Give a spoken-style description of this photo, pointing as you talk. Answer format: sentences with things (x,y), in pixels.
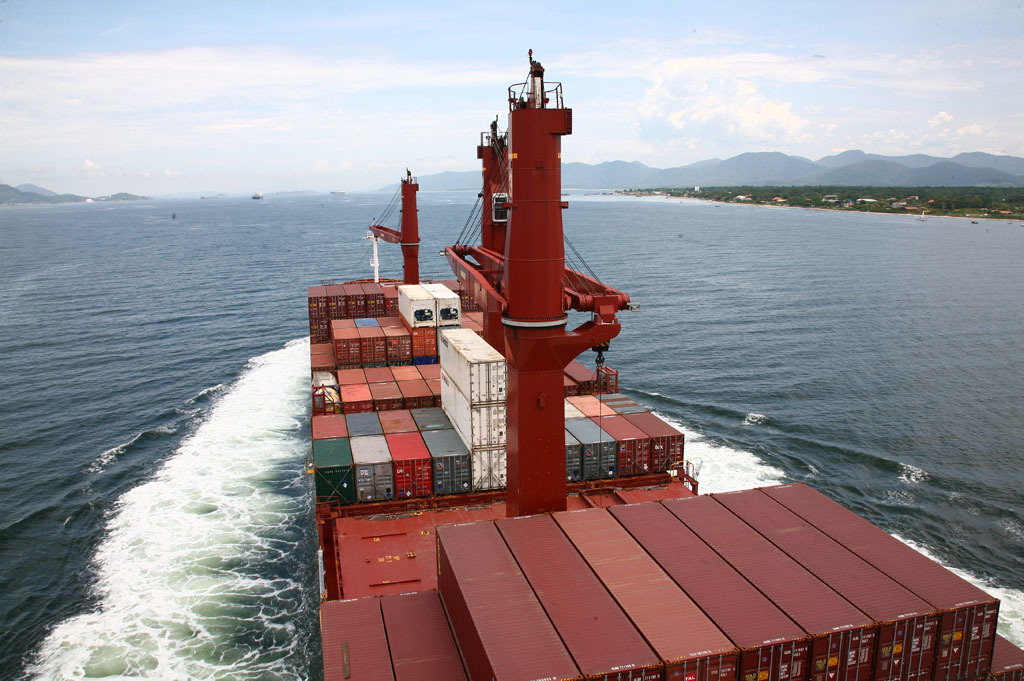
In the foreground of the picture (550,385) there is a ship (495,339), on the ship (495,588) there are containers (424,433). The ship (457,259) is moving in the water (345,272). In the center of the picture (656,307) there is a water body (378,221). In the background (628,169) there are hills (735,185), trees (963,200), ships (203,198) and sky (651,115).
